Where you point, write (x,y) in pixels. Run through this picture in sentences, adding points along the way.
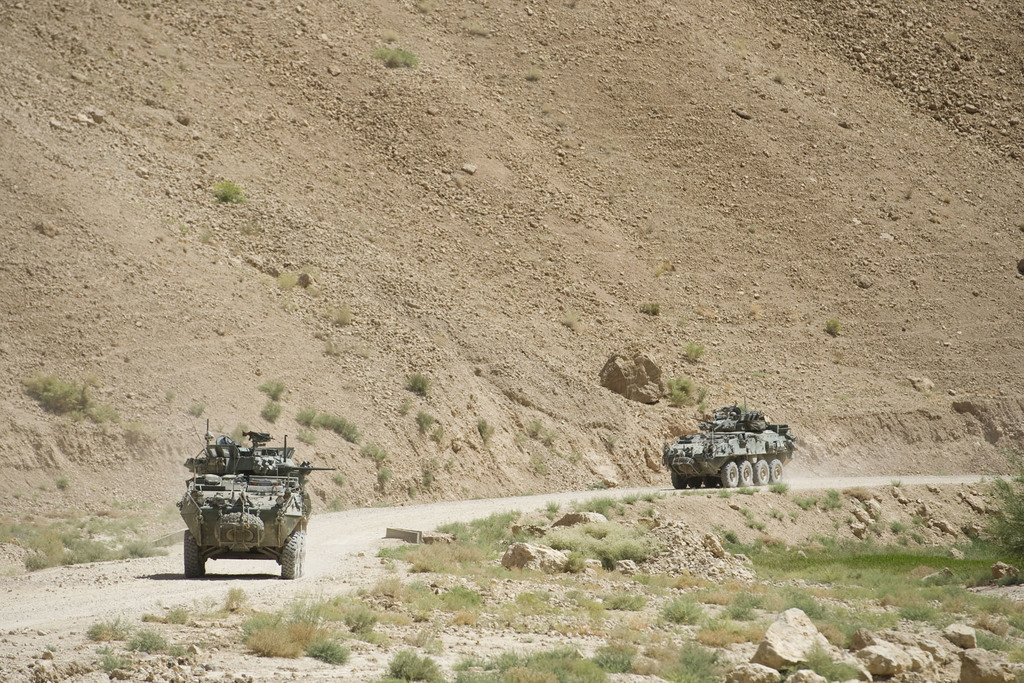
In this picture we can see vehicles (211,509) on the path (400,525). There is some grass (571,560) and stones (975,662) are visible on the path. It seems like a mountain (499,46) in the background (483,286).
